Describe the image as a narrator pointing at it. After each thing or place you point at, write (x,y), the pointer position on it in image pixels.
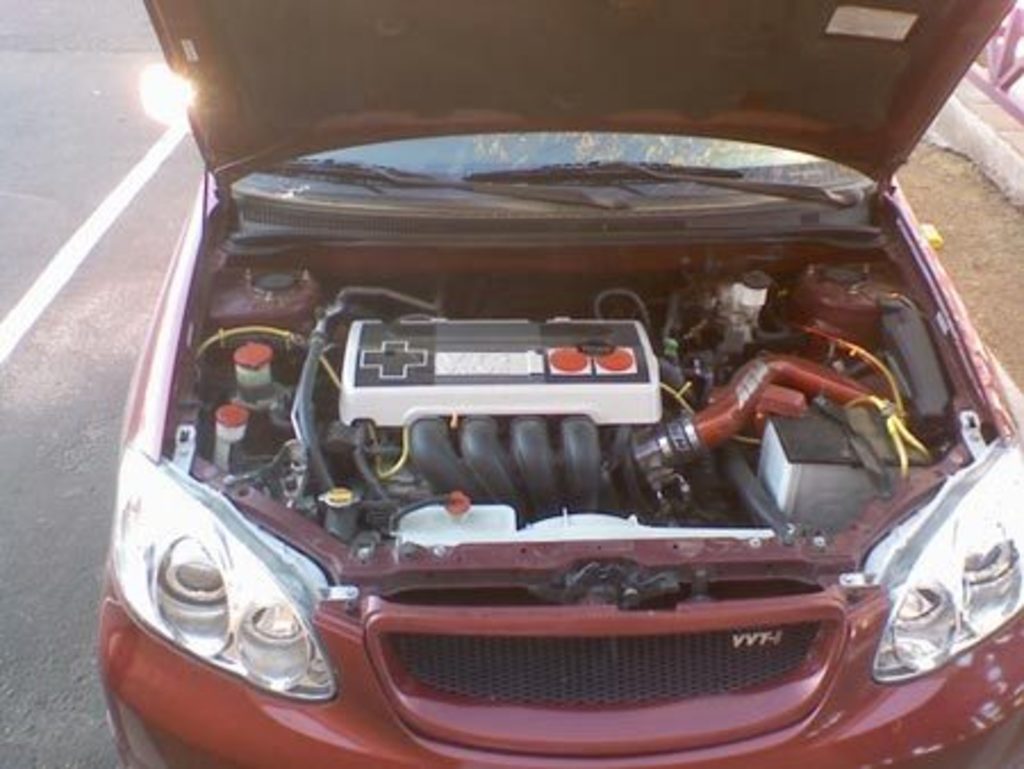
In this image we can see there is a car (302,35) on the road (115,210). And there is an engine part (460,382) of the car (788,353). At the side, it looks like a fence (1007,43).
